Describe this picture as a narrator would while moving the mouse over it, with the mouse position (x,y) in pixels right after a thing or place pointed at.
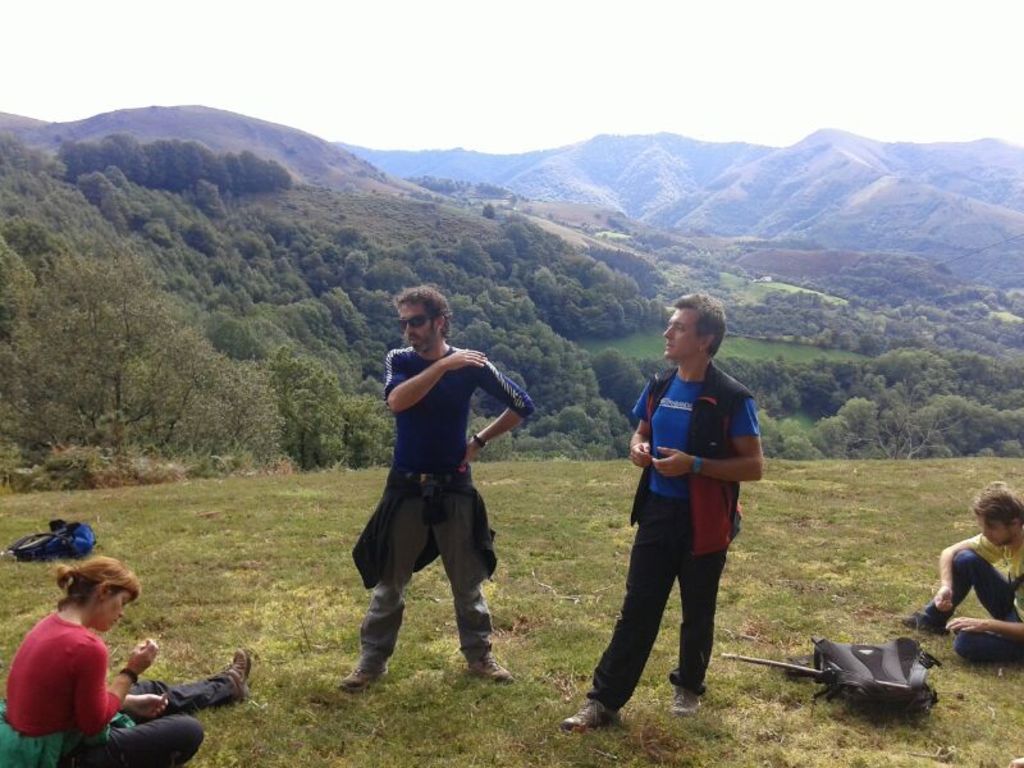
In this picture we can see bags (68,533), two men (463,554) standing, two people (60,616) sitting on the grass (451,720) and some objects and in the background (174,431) we can see trees (432,268), mountains (812,282) and the sky (417,149).
